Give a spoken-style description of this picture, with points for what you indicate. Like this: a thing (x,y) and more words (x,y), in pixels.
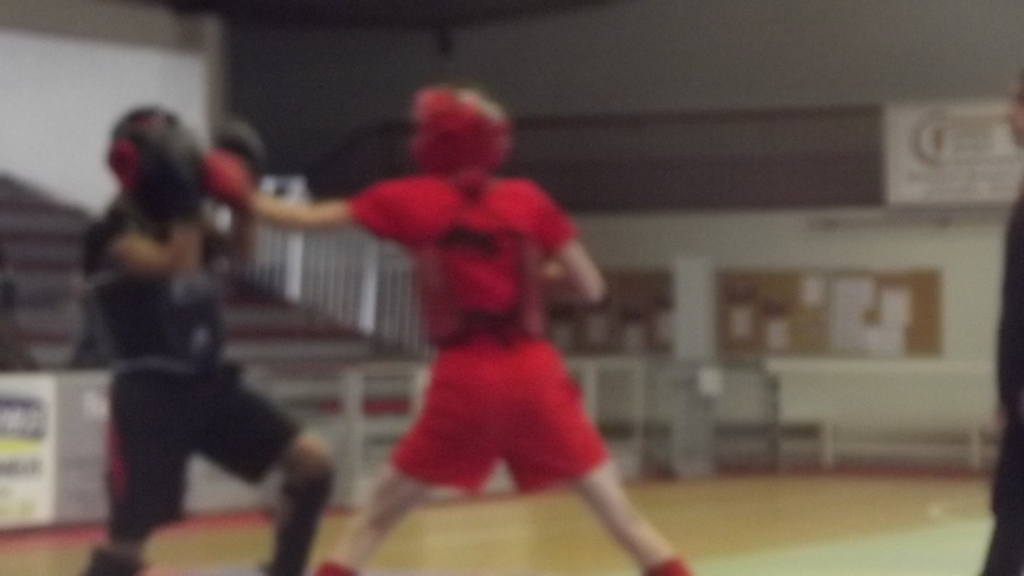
It is a blur image, there are two people (468,299) fighting with each other in a ground (810,539).
